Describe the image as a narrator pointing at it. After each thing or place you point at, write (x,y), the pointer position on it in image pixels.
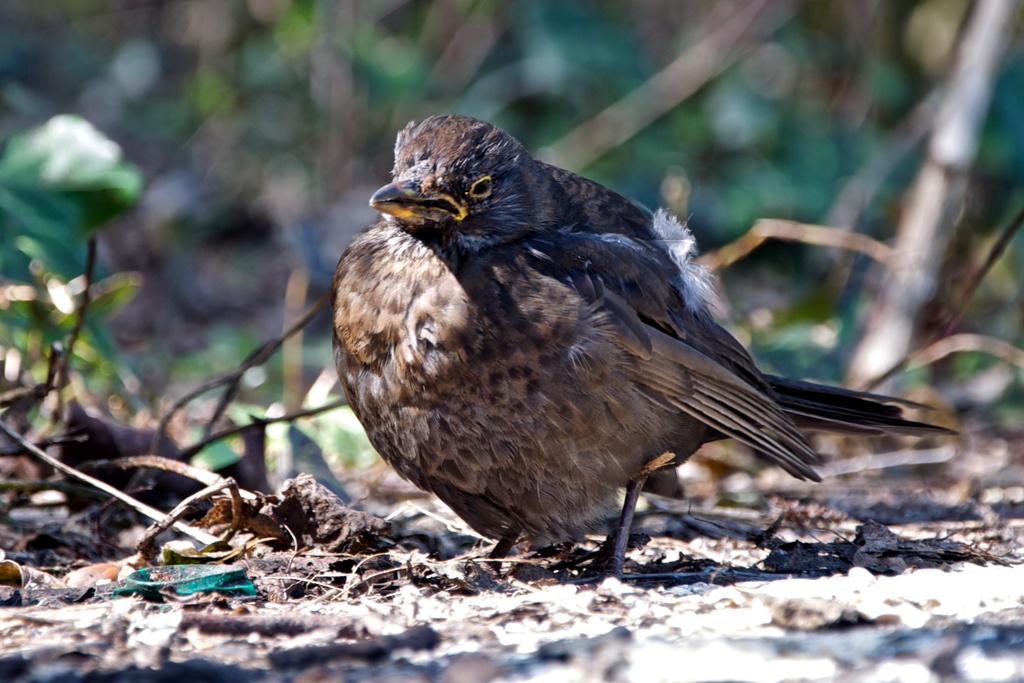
In this image, I can see a bird (499,488) standing. This bird (619,458) looks light brownish in color. The background (919,294) looks blurry.
